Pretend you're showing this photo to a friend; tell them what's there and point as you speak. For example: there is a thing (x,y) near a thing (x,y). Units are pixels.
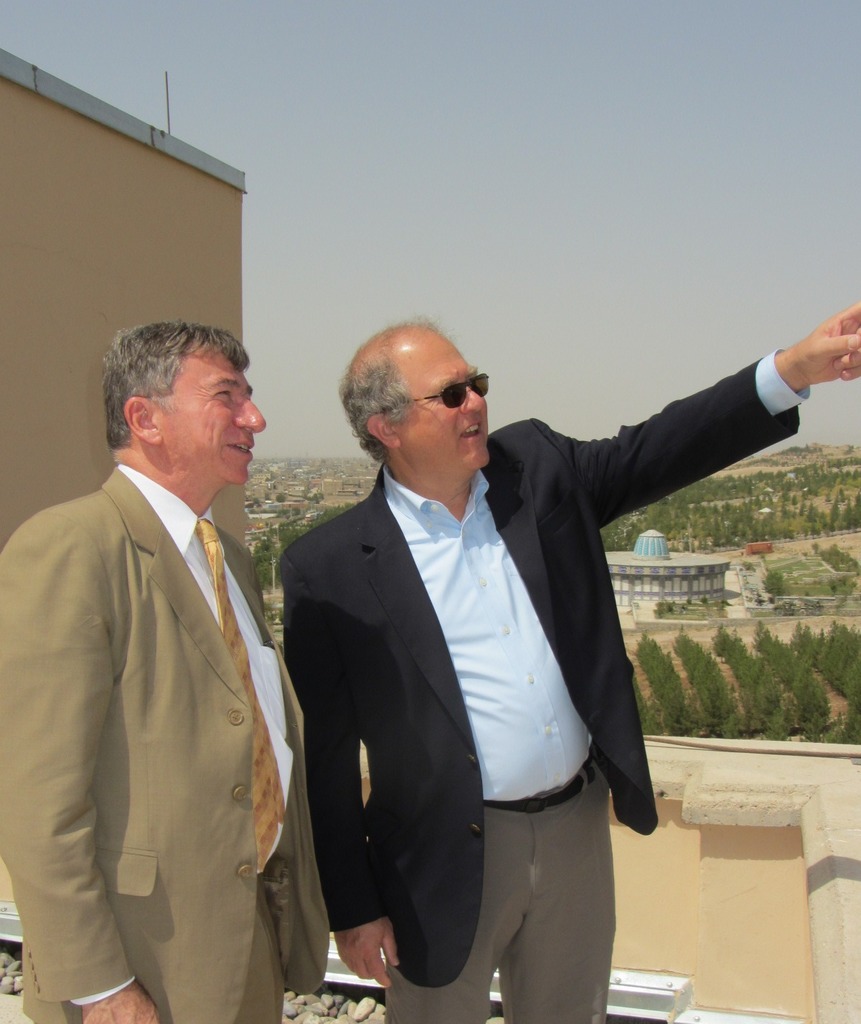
In this picture there is a man (501,463) with black suit (453,962) is standing and talking and there is another person (174,774) standing. At the back (636,576) there are buildings (676,570) and trees (733,491). At the top (475,226) there is sky (508,250). At the bottom (297,995) there are pebbles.
